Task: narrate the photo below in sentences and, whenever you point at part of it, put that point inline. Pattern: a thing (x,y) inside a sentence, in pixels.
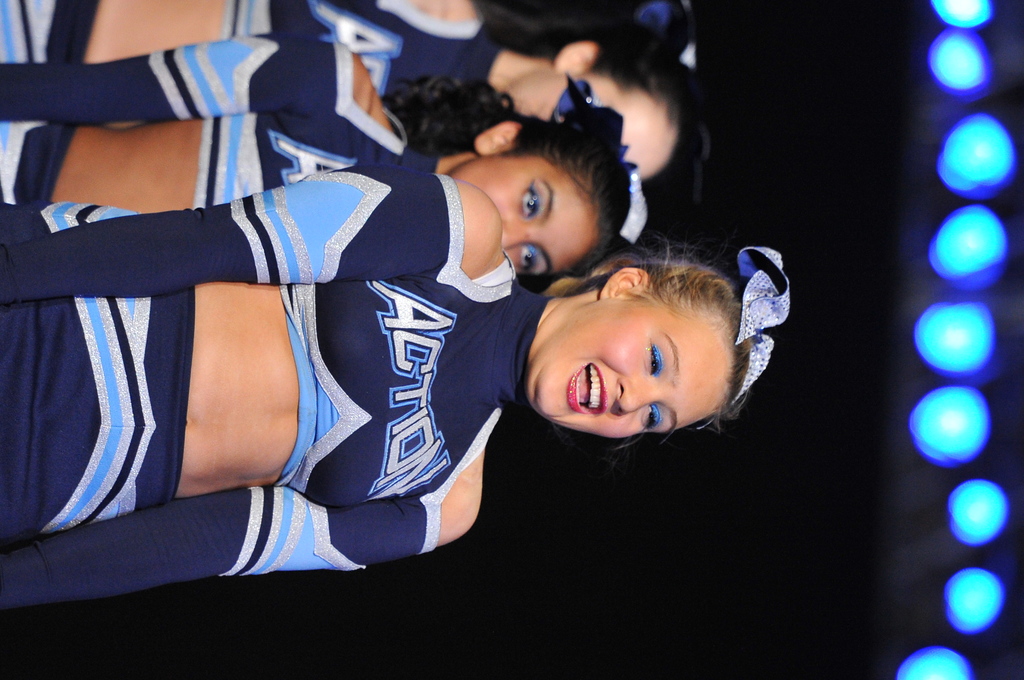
This image is in wrong direction. Here I can see three girls (464,150) are wearing blue color dresses (366,291), standing and smiling. The background (717,572) is in black color. On the right side (949,403) there are some lights (979,156).
